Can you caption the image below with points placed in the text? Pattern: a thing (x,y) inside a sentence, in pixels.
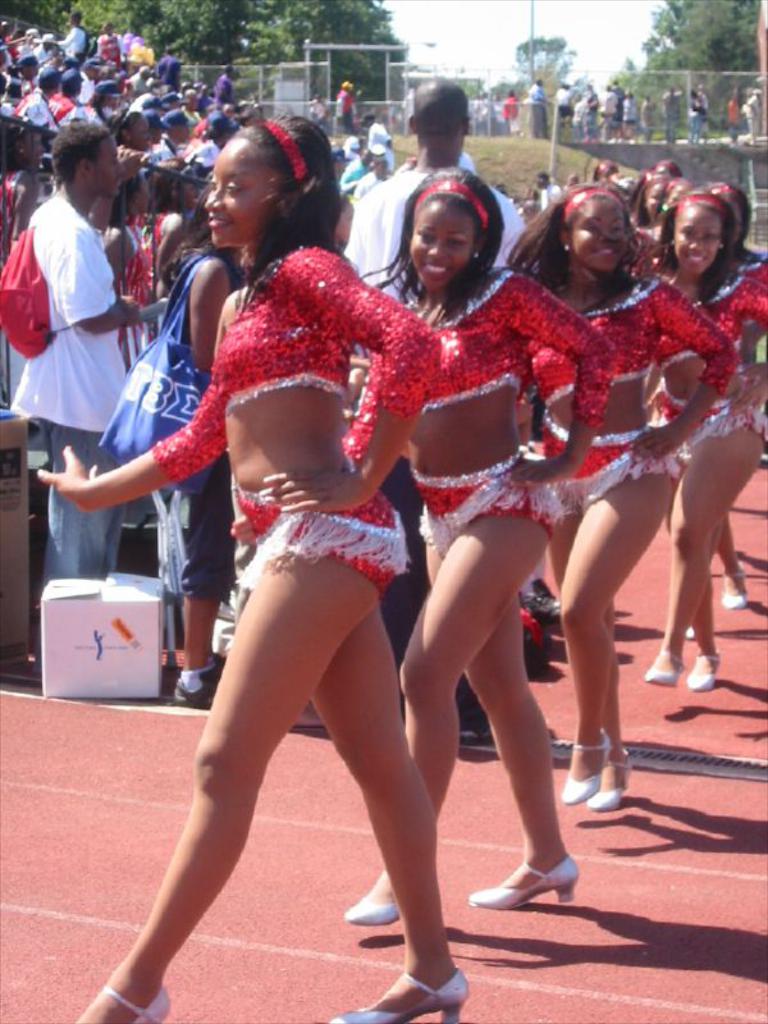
In this picture, we can see a group of women (461,340) in the red dress (456,350) is dancing on the path (321,934). Behind the women (411,958) there are groups of people (97,461), cardboard box (97,642), fence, trees (186,25) and sky (557,31).
